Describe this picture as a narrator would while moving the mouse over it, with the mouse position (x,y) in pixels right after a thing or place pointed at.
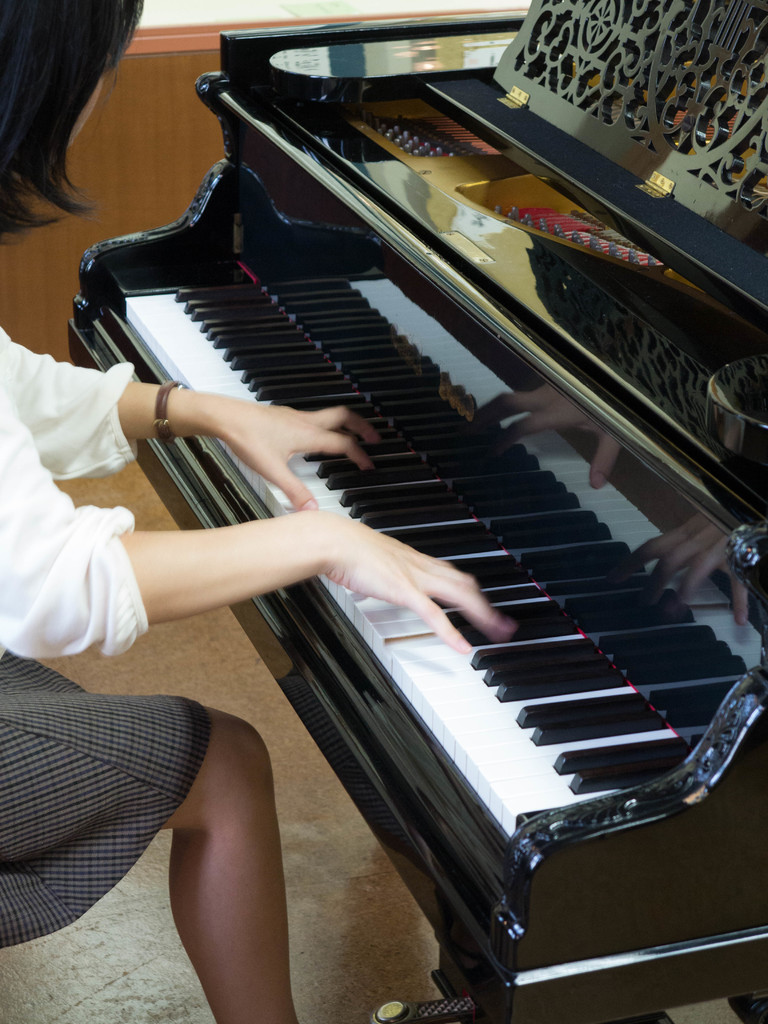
In this image I can see a woman (49,639) who's playing the piano (442,532). The woman (124,425) is wearing a white blouse (26,381).
